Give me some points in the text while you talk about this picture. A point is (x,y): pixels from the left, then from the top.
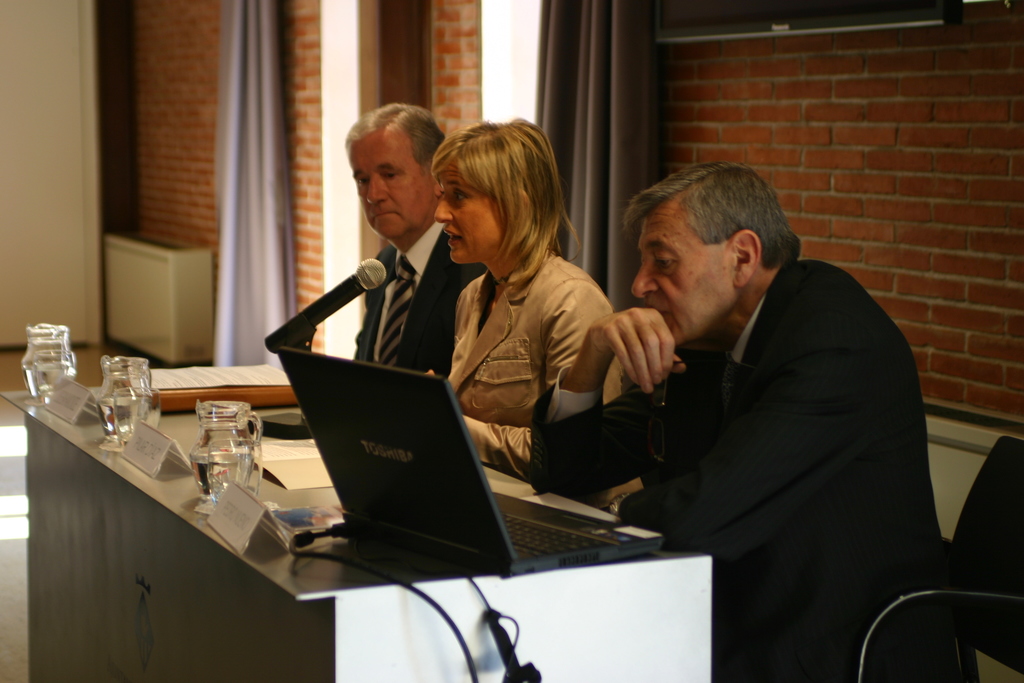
In the middle of the image (477,286) three persons (644,202) are sitting on a chair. In front of them there is a table (623,664) on the table (118,453) there are some papers (294,458), jars (55,341) and laptop (395,479) and microphone (336,295). Behind them there is a wall (976,189) on the wall (199,32) there is a curtain (600,43) and screen (908,10).
